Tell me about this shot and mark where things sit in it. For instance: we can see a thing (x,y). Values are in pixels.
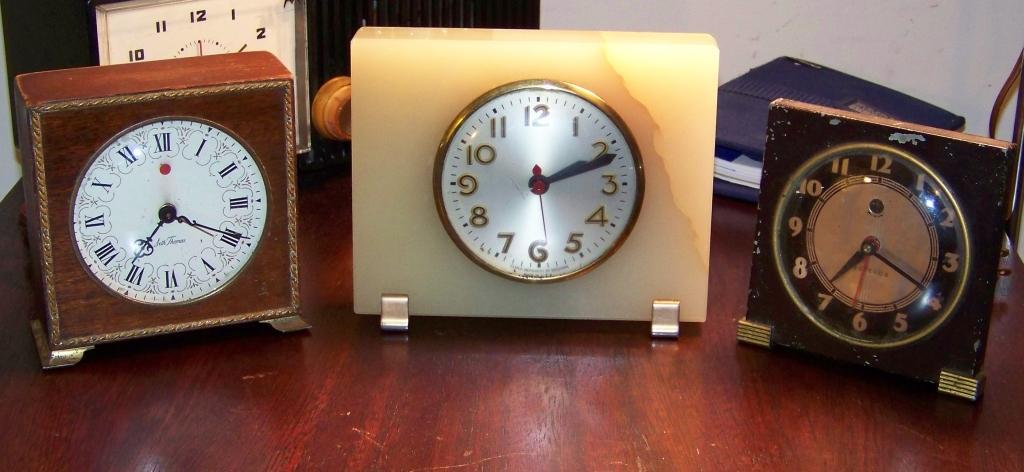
In this picture there are different types of clocks (431,220) and there are objects (1010,79) on the table (479,407). At the back (660,19) it looks like a wall (680,21). Inside the clocks (541,136) there are numbers (487,160) and there are hours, minutes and seconds hands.
